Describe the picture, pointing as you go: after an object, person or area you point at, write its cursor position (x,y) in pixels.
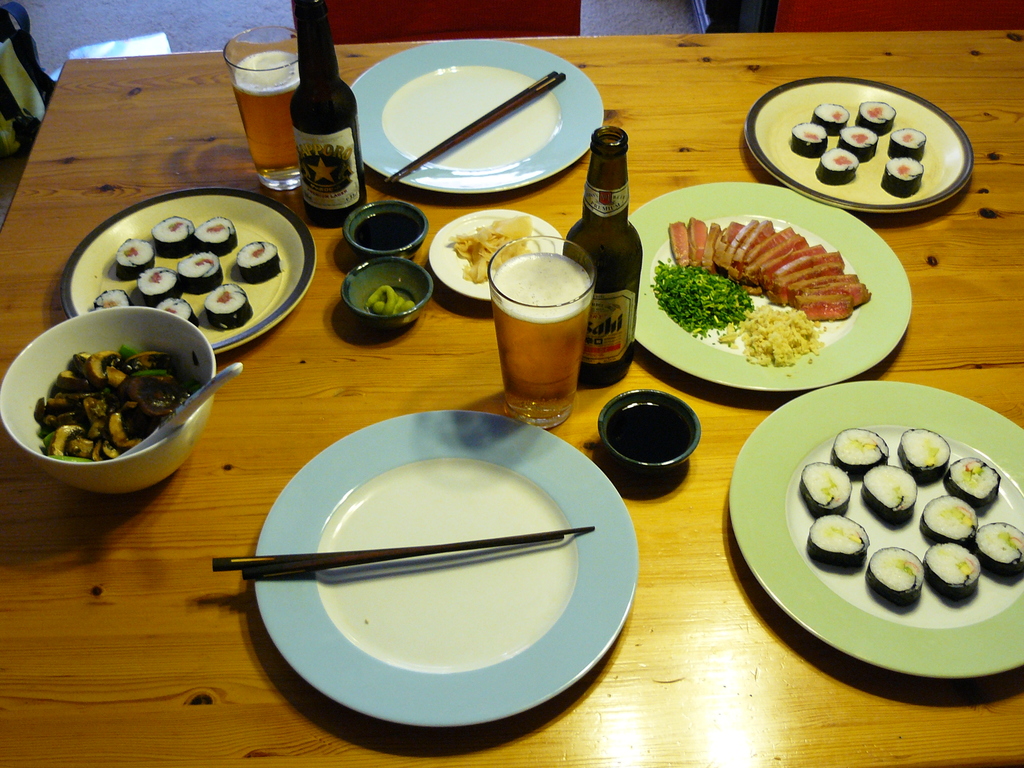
In the center (369,403) we can see table (643,659), on table (678,673) we can see some food items (914,438) and plate (362,625), glass (550,356), beer bottles (609,232), and few chairs (539,28) around table (66,82).
